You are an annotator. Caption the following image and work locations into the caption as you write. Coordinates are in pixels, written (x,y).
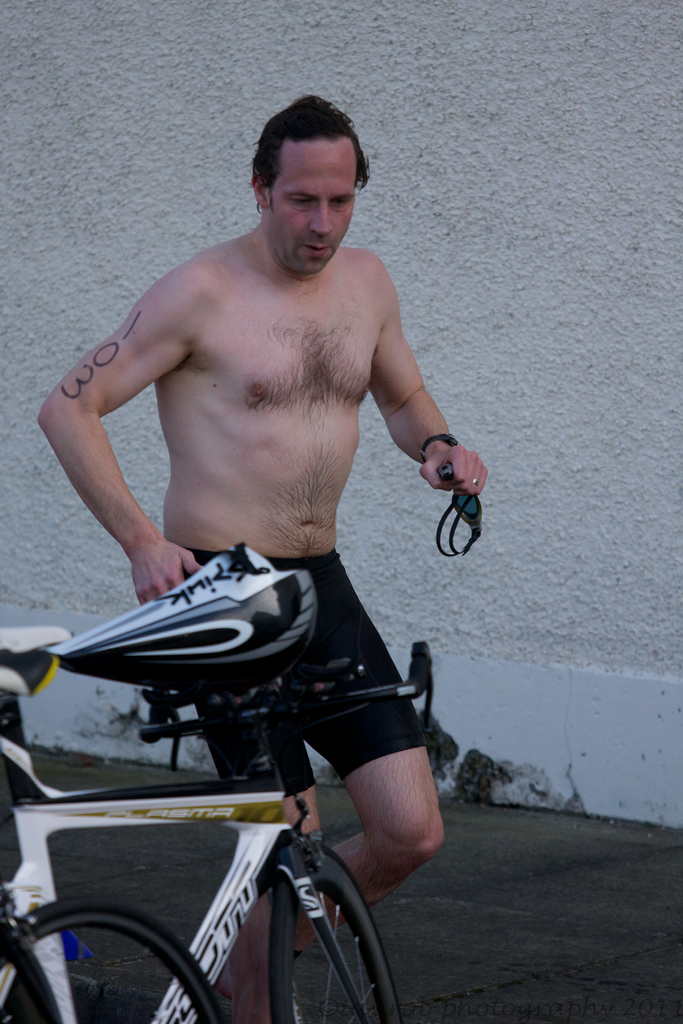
In this image I can see the person (200,499) and the bicycles (182,728). In the background (140,750) I can see the wall (214,154).
